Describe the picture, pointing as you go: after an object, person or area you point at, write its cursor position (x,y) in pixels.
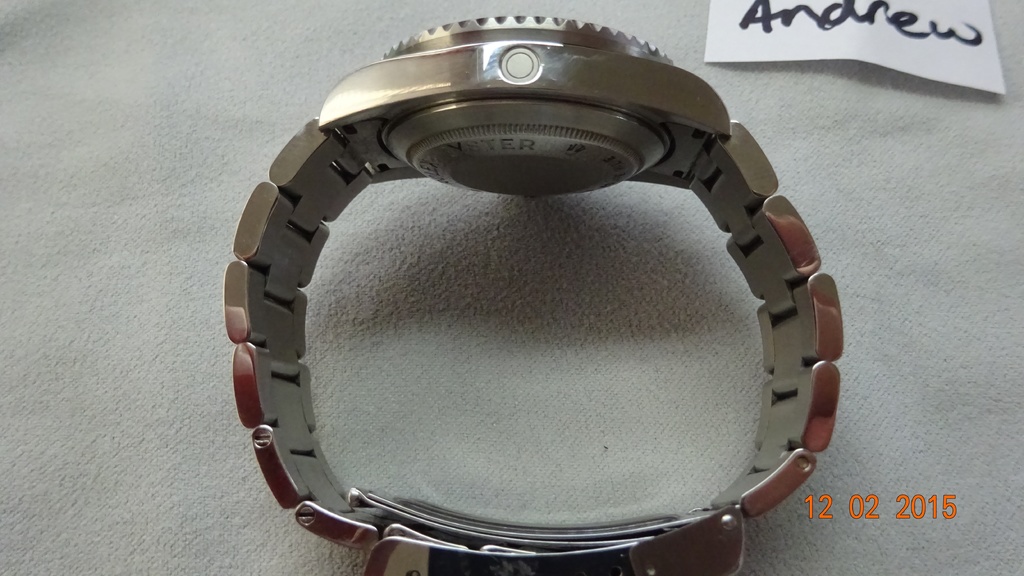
A watch (353,163) is placed on a white cloth (523,373). There is a white note (739,48) on which 'andrew' is written.
